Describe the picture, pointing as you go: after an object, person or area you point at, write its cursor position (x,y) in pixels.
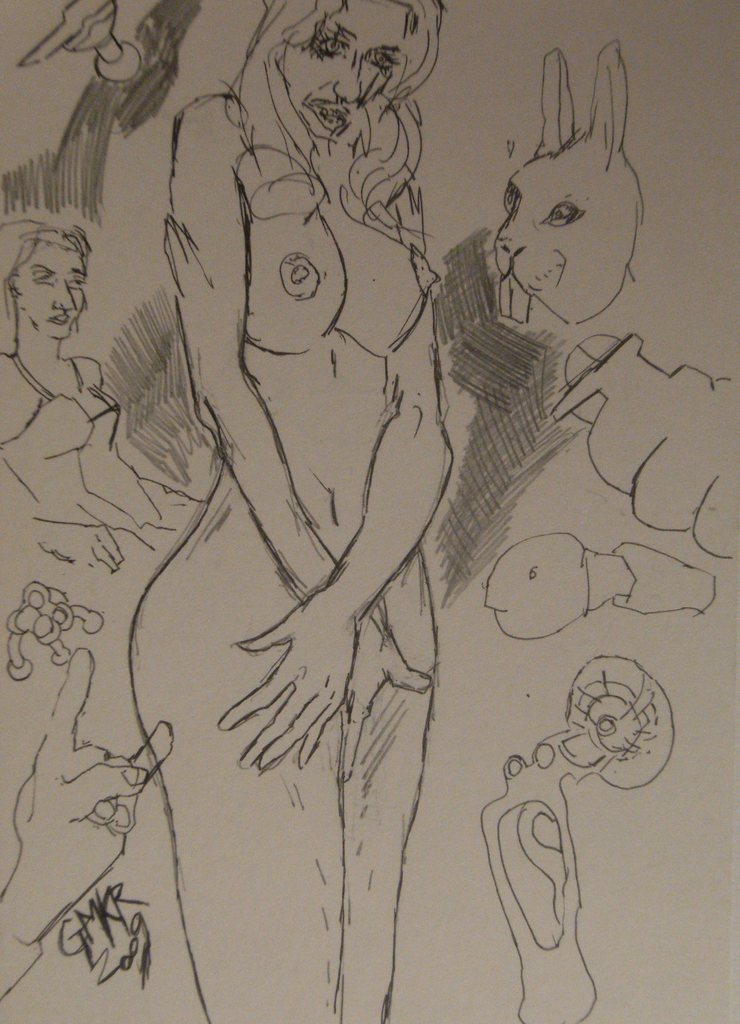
In the middle of this image (324,402), there is a drawing (385,103) of a nude woman (340,600). Beside this woman (225,795), there are drawings (64,829) of persons (71,768) and animals (565,155). And the background of this image (654,999) is white in color.
